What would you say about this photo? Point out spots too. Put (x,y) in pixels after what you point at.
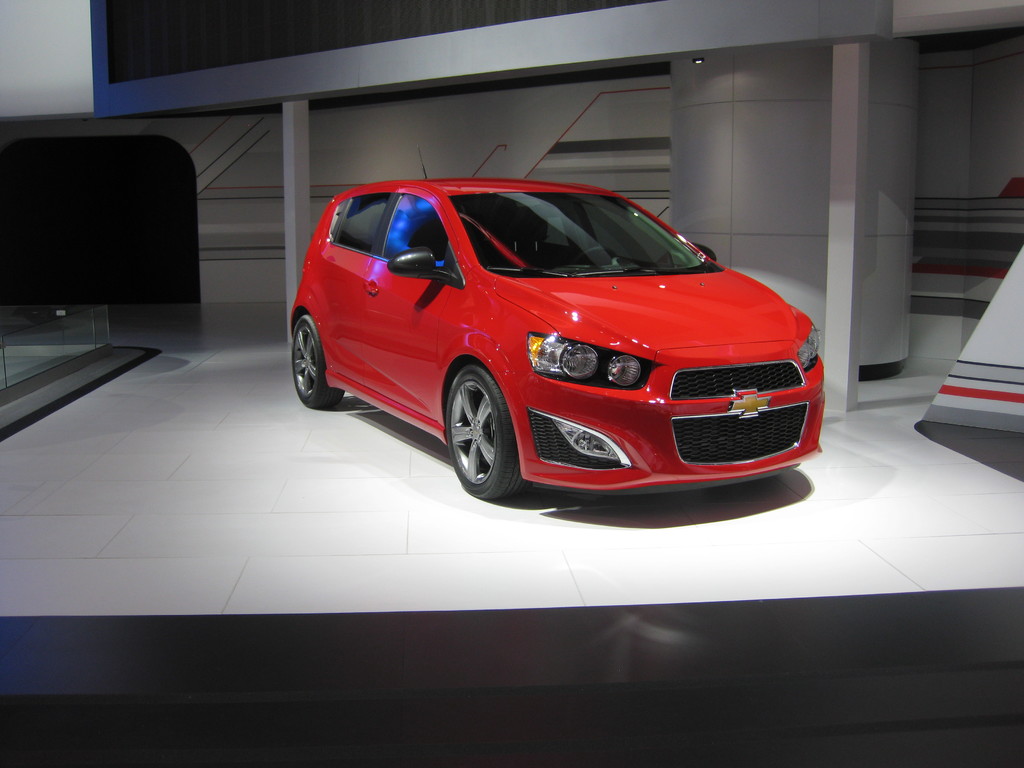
In the picture i can see red color car (786,331) on the surface (415,499), behind we can see some walls (249,169).
